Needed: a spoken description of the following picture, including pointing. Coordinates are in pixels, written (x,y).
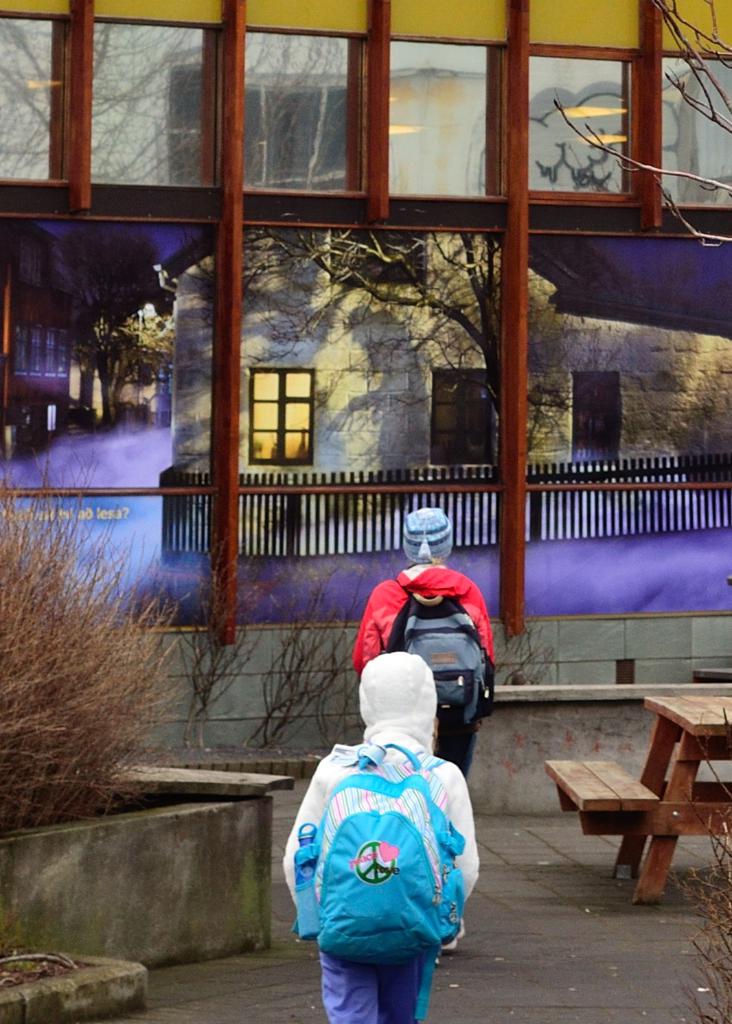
These two persons (380,664) walking and carrying bag (386,859) and wear cap (409,668). We can able to see bench (689,766), plant (64,633). We can see house (370,417), fence (489,470). There is a glass window (429,100). From this glass window (201,90) we can see trees (166,108).
